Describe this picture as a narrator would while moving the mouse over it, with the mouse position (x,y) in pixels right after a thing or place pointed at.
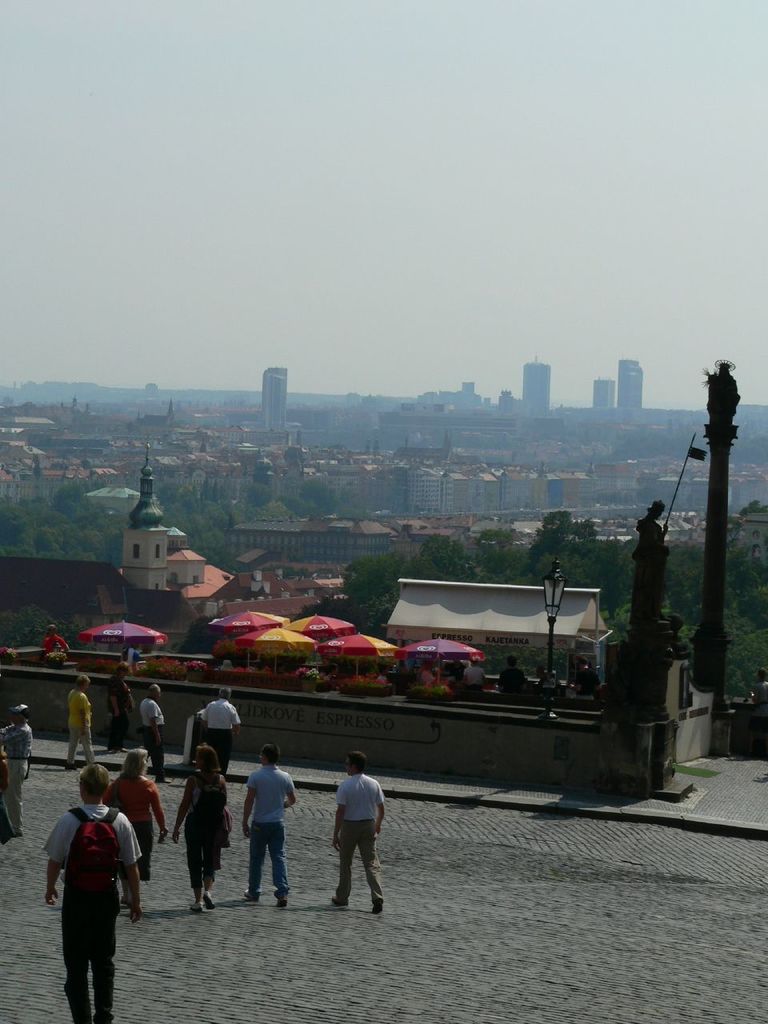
In this image we can see a few people (207,765) walking on the road (231,800). And we can see the many buildings (304,526). And we can see the umbrellas (372,643). And we can see one stall/shop (595,616) near to the umbrellas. And we can see the lights (560,596). And we can see the trees (672,610). And we can see one statue (647,622). And we can see the clouds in the sky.
